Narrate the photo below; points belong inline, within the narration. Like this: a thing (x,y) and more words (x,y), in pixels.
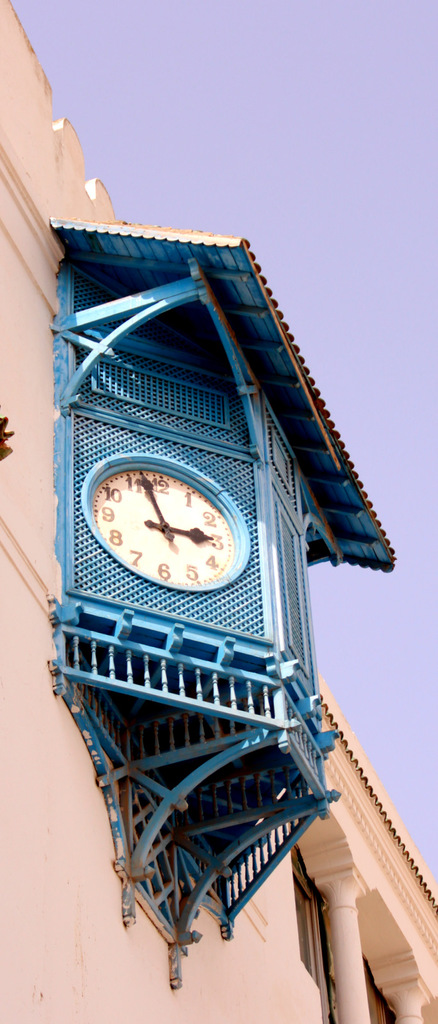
In this image I can see a building (80,879) which is cream in color, a blue colored object (204,674) to the building (74,961) and a clock (147,531) which is cream and black in color to the blue colored object (170,527). In the background (289,212) I can see the sky (299,156).
